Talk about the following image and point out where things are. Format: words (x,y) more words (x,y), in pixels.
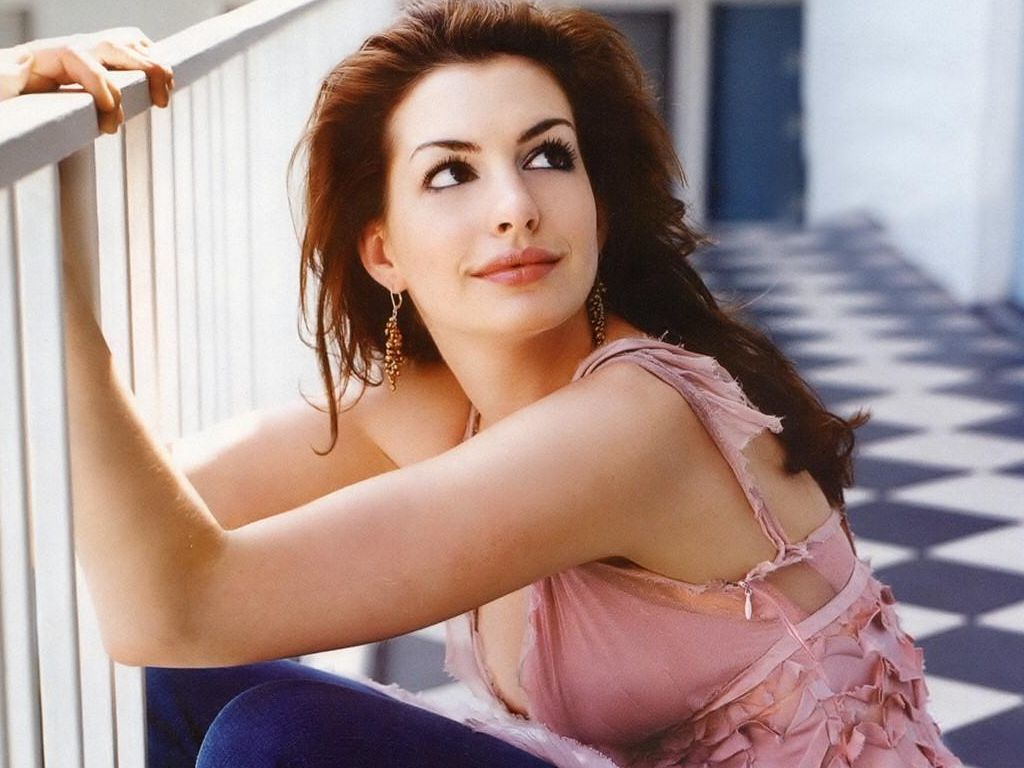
In this picture there is a woman (444,445) who is wearing shirt (650,692) and jeans (297,729). She is smiling. She is sitting near to the fencing (238,216). In the top right (891,76) there is a wall (898,93).
